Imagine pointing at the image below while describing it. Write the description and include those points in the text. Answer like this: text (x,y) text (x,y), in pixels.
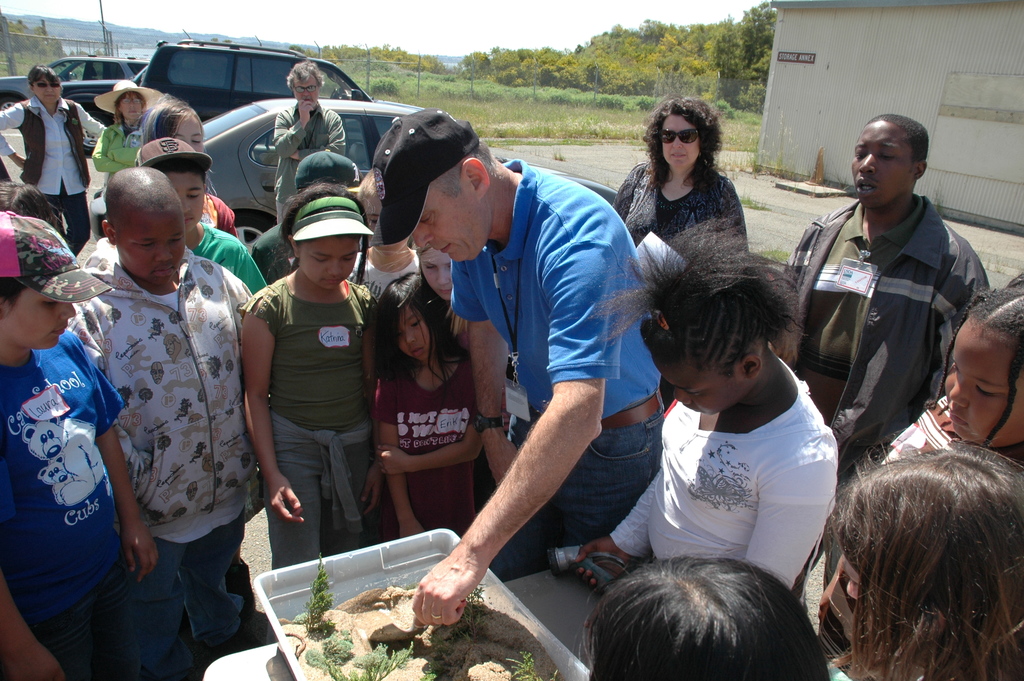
In this picture, we see many people (429,266) are standing on the road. At the bottom of the picture (380,574), we see a table (225,676) on which a tub (489,580) containing herbs (391,661) and soil (354,614) is placed. The man (561,346) in blue T-shirt (555,305) who is wearing a black cap (407,190) is holding something in his hand (455,578). Behind them, we see cars (224,125) parked on the road (83,238). On the right side (902,38), we see a building (950,114) in white color. There are trees (16,26), poles (110,42) and hills (81,24) in the background (103,37). At the top of the picture (351,38), we see the sky (328,31).
